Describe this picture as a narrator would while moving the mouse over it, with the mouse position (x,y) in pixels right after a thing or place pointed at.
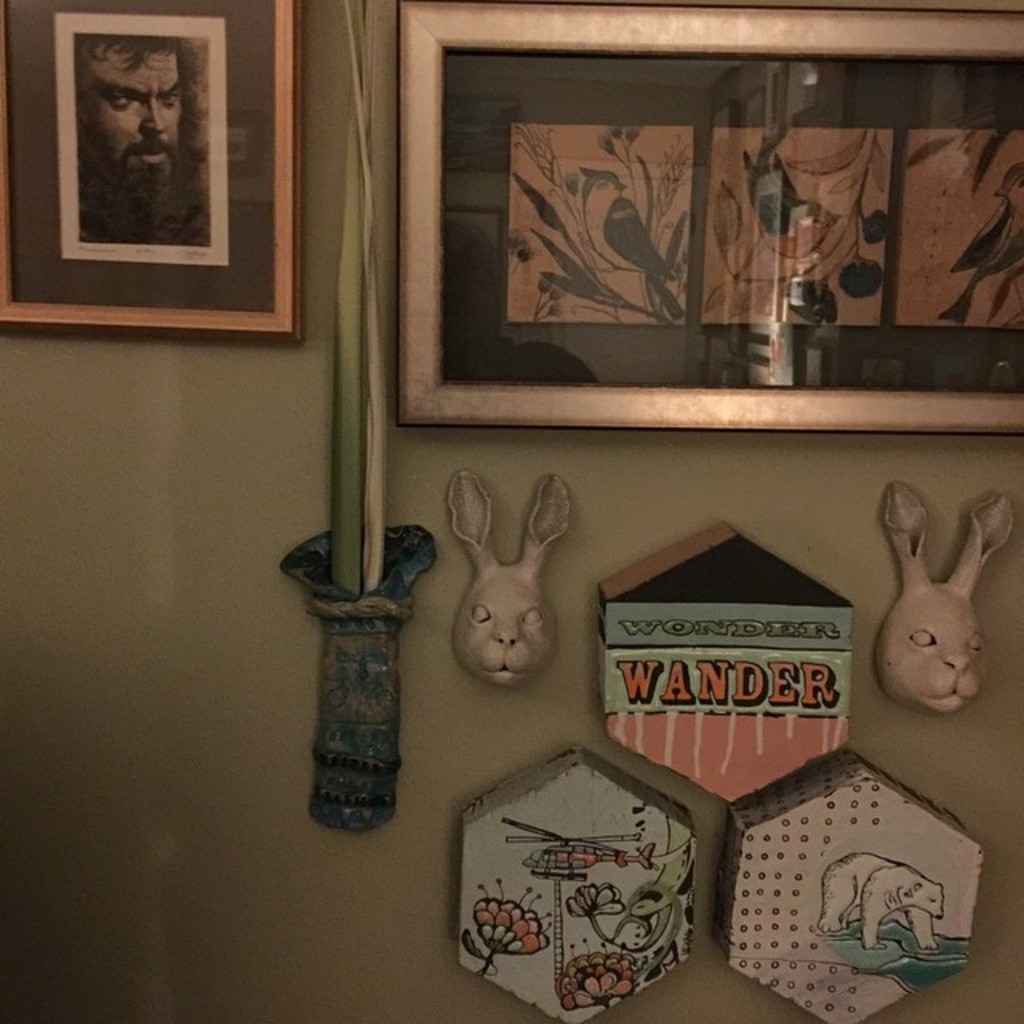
In this image few picture frames (487,322) and few sculptures (932,639) are attached to the wall (75,737). Bottom there are few objects (661,825) having few images (683,881) painted on it.
